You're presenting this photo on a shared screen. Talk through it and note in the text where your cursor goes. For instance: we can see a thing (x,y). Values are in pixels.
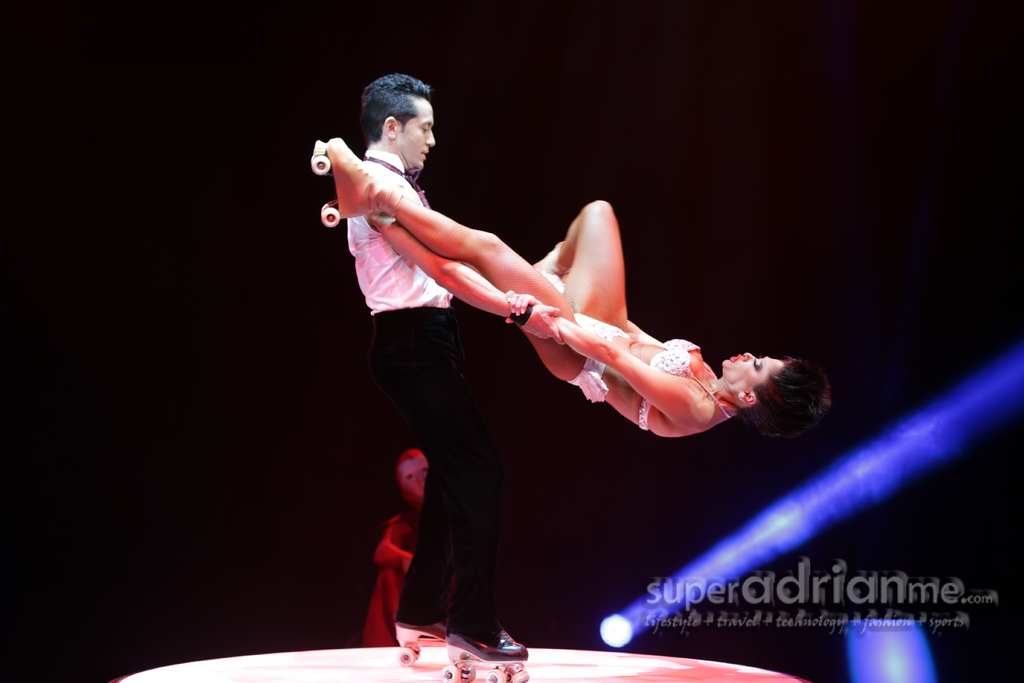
In this image I can see two people (488,458) with white and black color dresses (380,355). I can see two persons (451,639) with the skate wheels (468,656). To the right (737,606) I can see the lights (721,573) and the water mark (846,599) in the image. In the back (390,529) I can see another person (387,544) and there is a black background (609,455).
